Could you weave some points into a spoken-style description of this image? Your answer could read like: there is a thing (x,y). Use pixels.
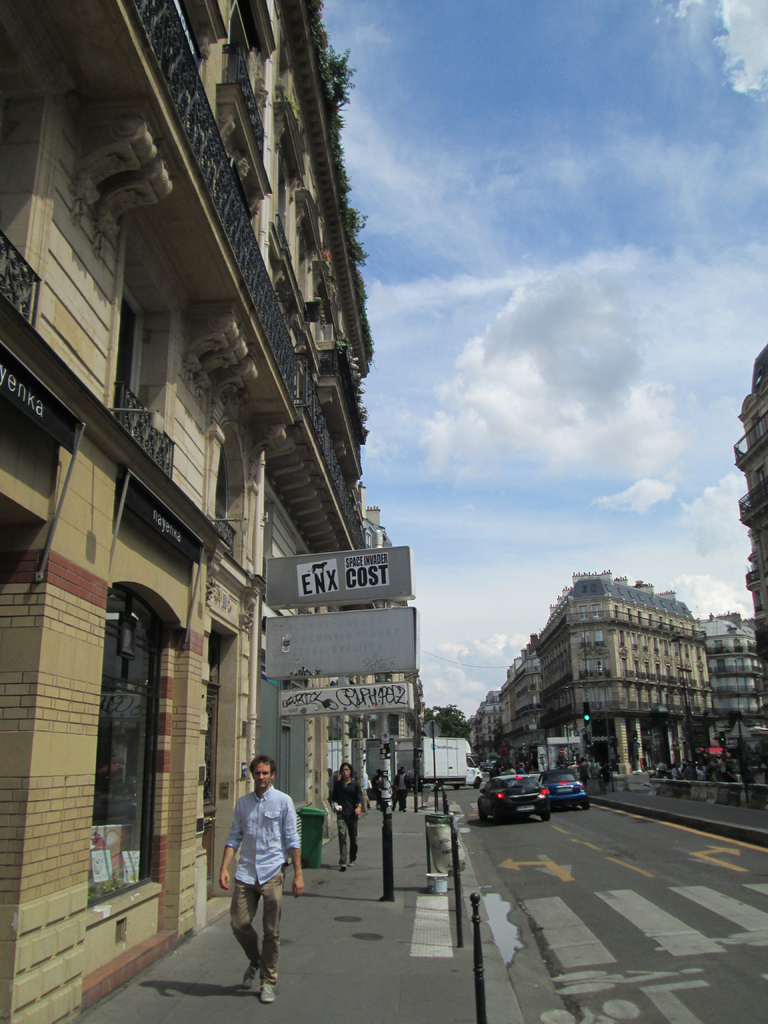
In this image on the left (252,829) there is a man (245,923), he wears a shirt (265,879), trouser (256,938), shoes (266,999), he is walking, behind him there is a person (359,785) walking. In the middle (412,634) there are cars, sign boards (361,634), dustbin (319,864), poles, zebra crossing (588,954), trees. On the right (664,702) there are buildings (603,701). On the left (241,365) there are buildings (329,472), plants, sky (360,83) and clouds (568,270).
